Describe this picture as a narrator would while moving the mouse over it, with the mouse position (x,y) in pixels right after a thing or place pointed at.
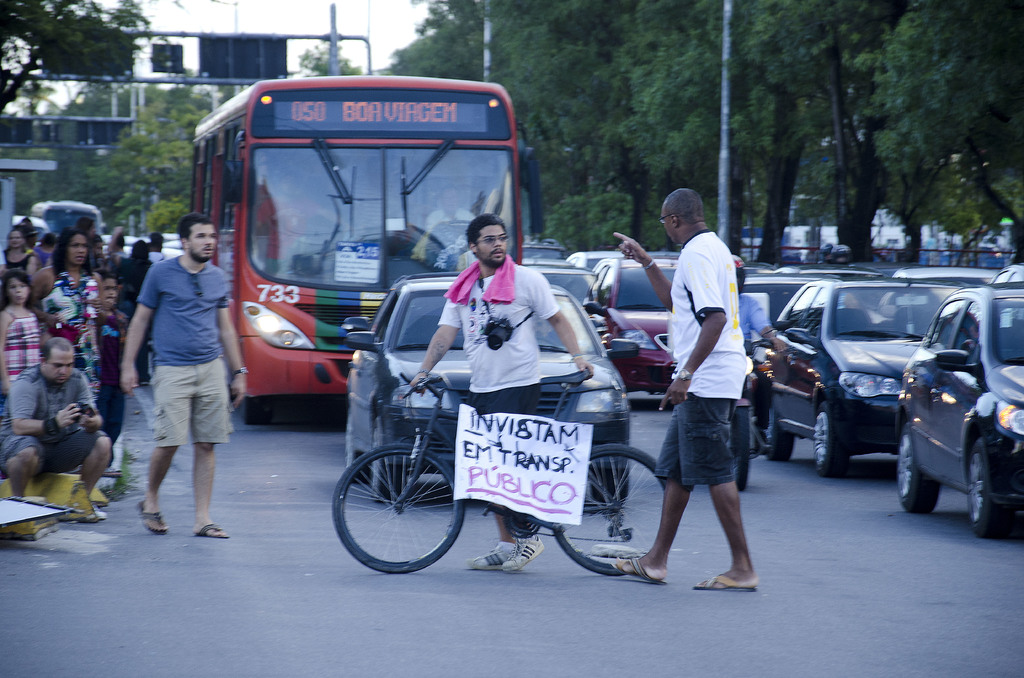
Vehicles (975,338) are on the road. This man (506,342) is holding a bicycle (573,381). On this bicycle (564,460) there is a banner (563,464). Left side of the image (97,296) we can see people (184,324). This person (708,319) is pointing at the opposite person (503,243). Background (570,57) there are trees (588,57) and poles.
